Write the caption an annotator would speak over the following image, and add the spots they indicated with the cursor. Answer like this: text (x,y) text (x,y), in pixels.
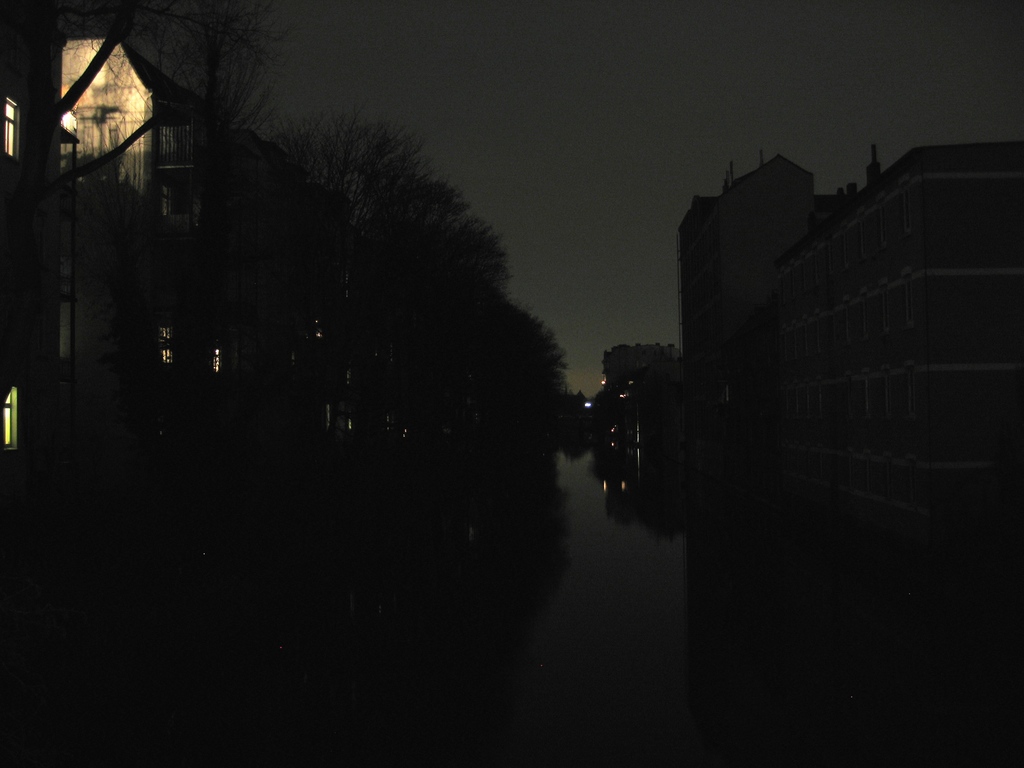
In the image we can see some trees (19,251) and buildings (243,148) and poles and lights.
